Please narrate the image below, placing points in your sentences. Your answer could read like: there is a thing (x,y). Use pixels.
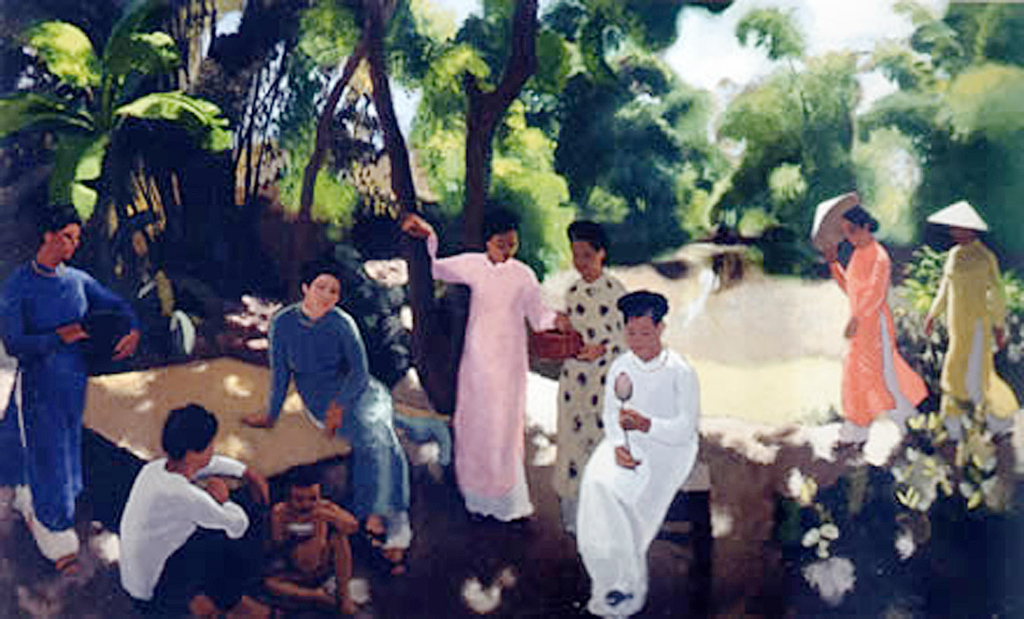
In this image we can see there is a painting (437,347) of a few people (976,358) sitting and standing, few are walking, there is a table (263,401), stool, trees (735,165), flowers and plants (911,335).
